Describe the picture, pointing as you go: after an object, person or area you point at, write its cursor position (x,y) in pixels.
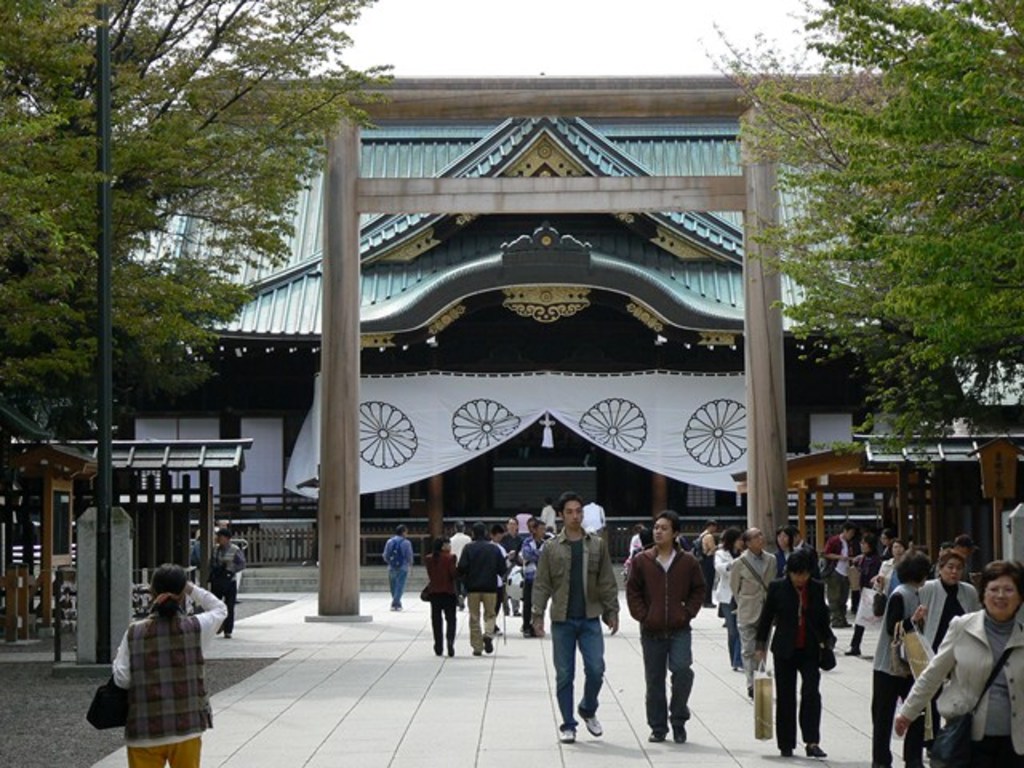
In this image, I can see groups of people (588,671) walking and few people (183,593) standing. It looks like a building (481,163) with a roof (696,282). I can see a cloth (405,407) hanging. I think this is a kind of an arch (747,186). On the left (66,312) and right sides of the image, I can see the shelters (126,501) and trees (218,224). At the bottom of the image (413,725), It looks like a pathway (401,689).
